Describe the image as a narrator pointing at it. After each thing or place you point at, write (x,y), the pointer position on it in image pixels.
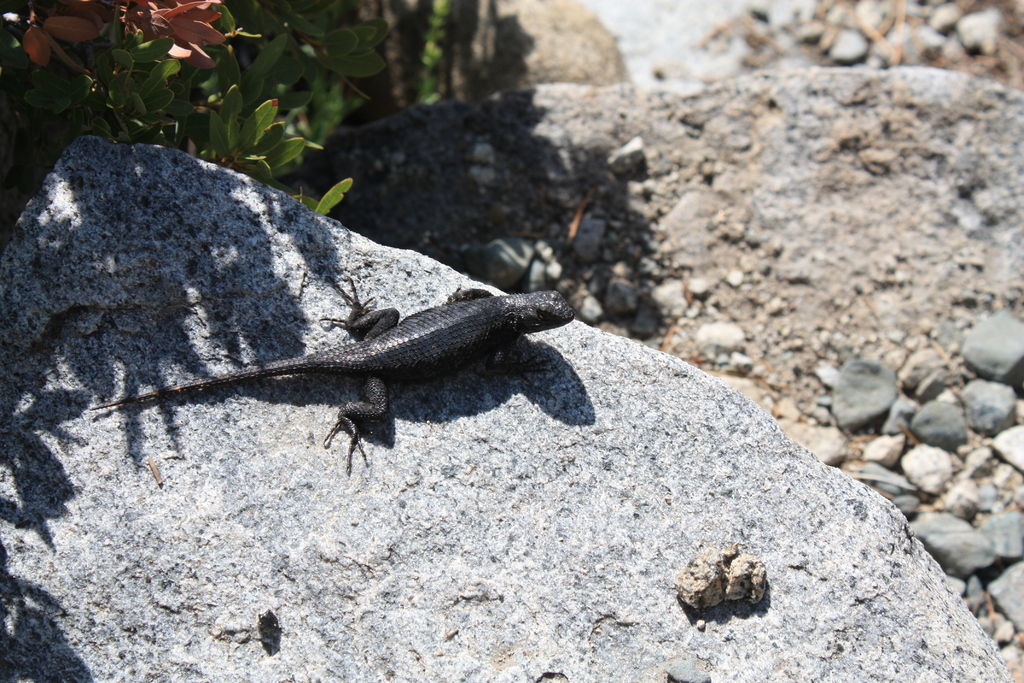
In this picture I can observe reptile (508,322) on the rock (203,288). This reptile (445,345) is in black color. On the right side (943,420) there are some stones (852,407). I can observe some plants (273,61) on the left side (123,73).
